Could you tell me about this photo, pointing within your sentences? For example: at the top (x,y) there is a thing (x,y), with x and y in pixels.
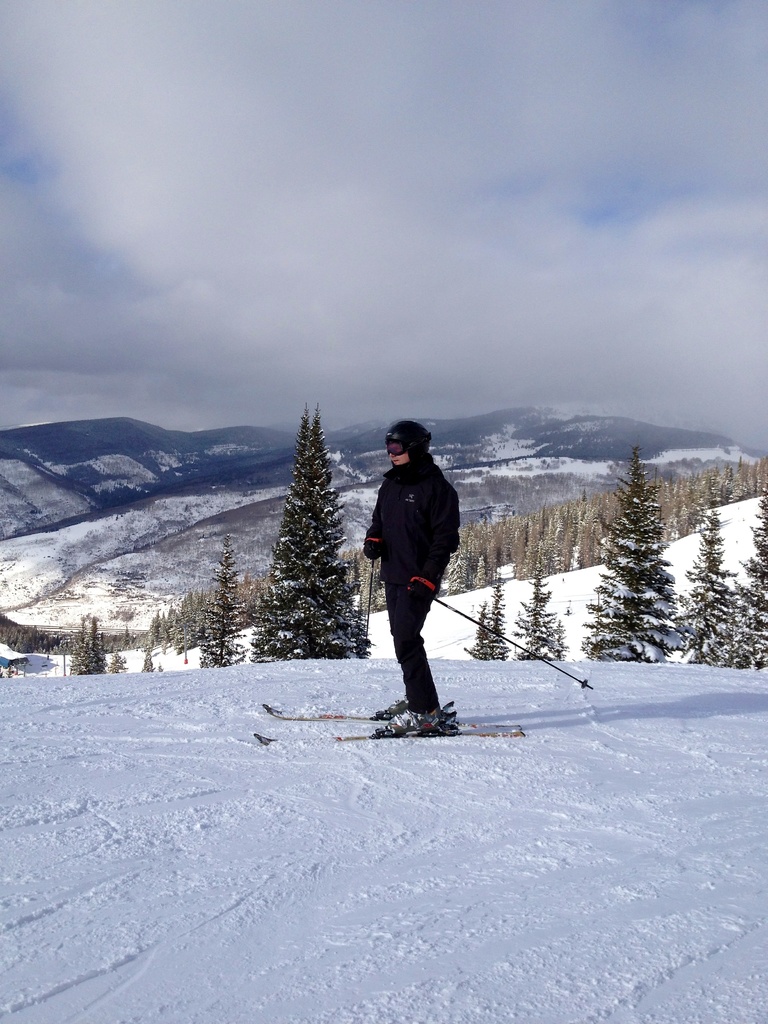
In this image I can see the person (421,639) is on the ski-boards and holding sticks (430,598). I can see few trees (717,580), snow (81,594), mountains (102,604) and the sky (443,301).
